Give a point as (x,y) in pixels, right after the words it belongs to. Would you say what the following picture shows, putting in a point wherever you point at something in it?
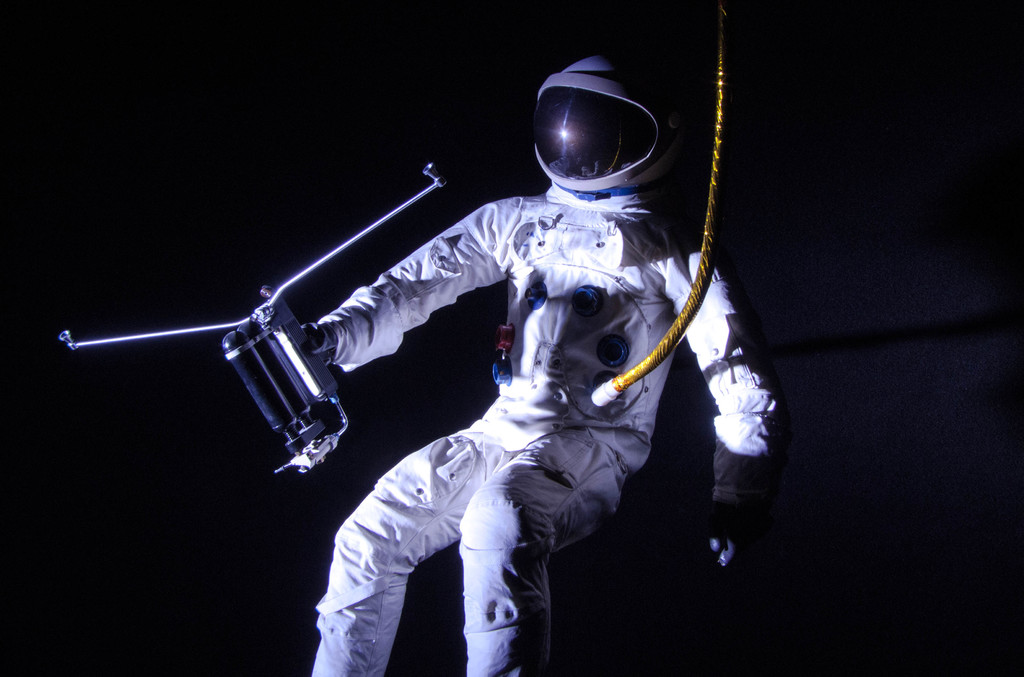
In this image there is an astronaut (484,244) holding some object (256,337) in his hand (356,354) and there is a rope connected to his spacesuit (621,406).
